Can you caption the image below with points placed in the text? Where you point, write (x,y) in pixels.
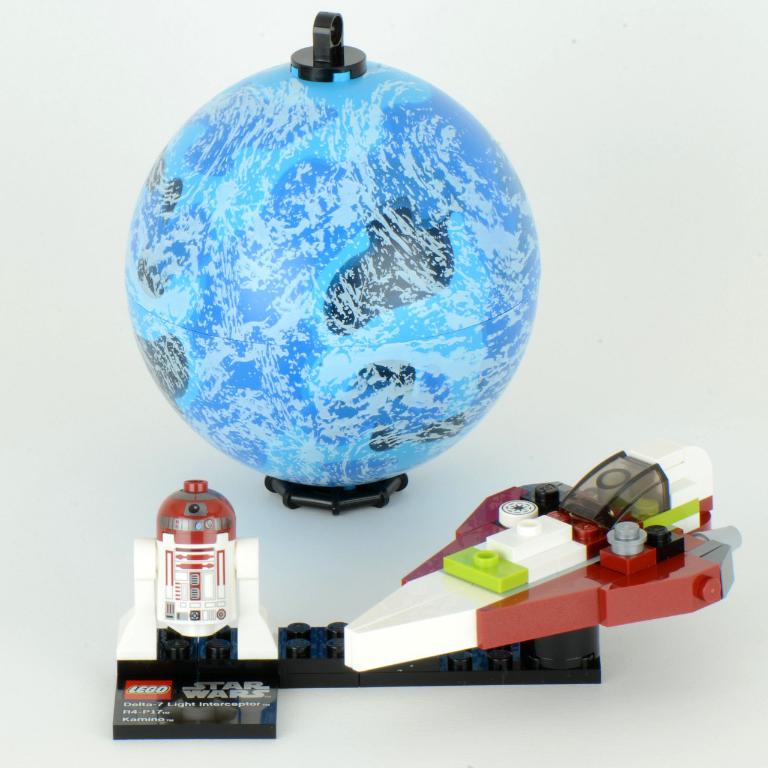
In the picture we can a toy robot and toy aircraft (453,630) and a globe (332,405).
